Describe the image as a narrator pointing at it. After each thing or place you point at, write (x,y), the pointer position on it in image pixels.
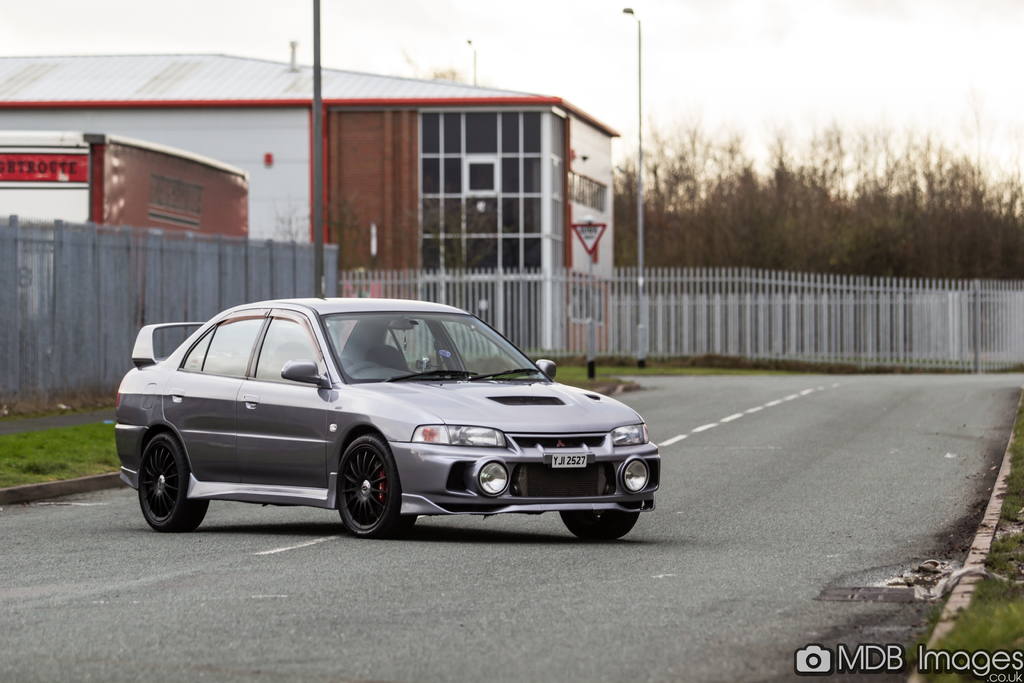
In this picture we can see a car (386,497) on the road (408,578), in the background (662,310) we can find fence (181,264), a house (528,197), poles (638,171) and trees (694,140), at the right bottom of the image (902,652) we can see a watermark (943,652).
